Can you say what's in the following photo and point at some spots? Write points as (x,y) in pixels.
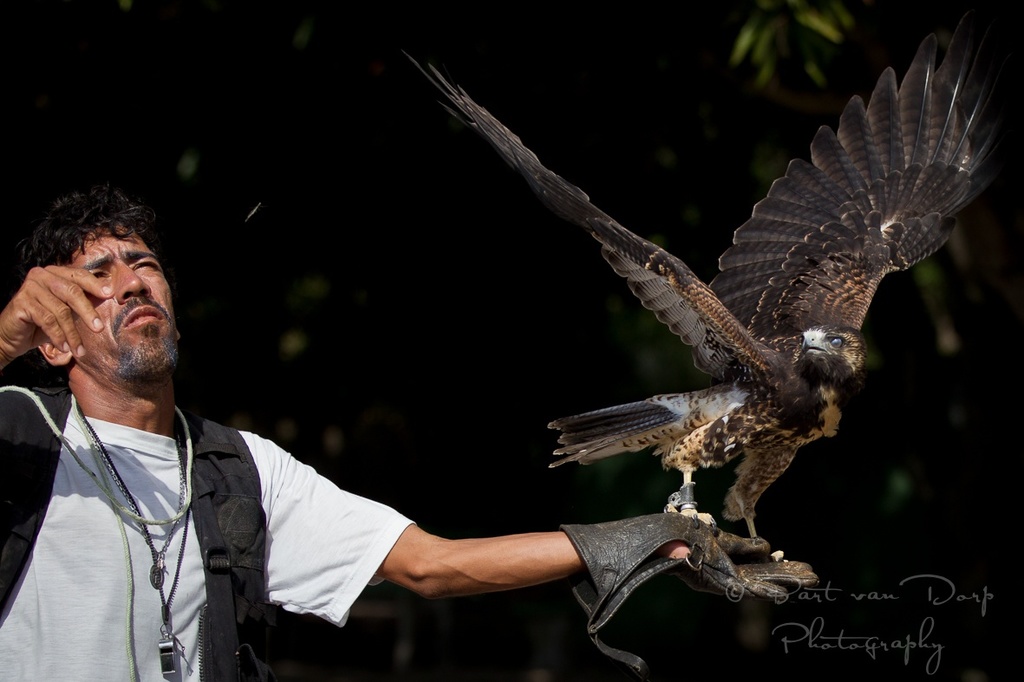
In this picture I can see an eagle (707,458) on the human hand (658,562) and man (676,549) wore a glove (690,553) to his hand (751,591) and I can see the watermark (861,587) at the bottom right corner of the picture (794,600) and I can see tree (826,91) on the right side (816,83).
